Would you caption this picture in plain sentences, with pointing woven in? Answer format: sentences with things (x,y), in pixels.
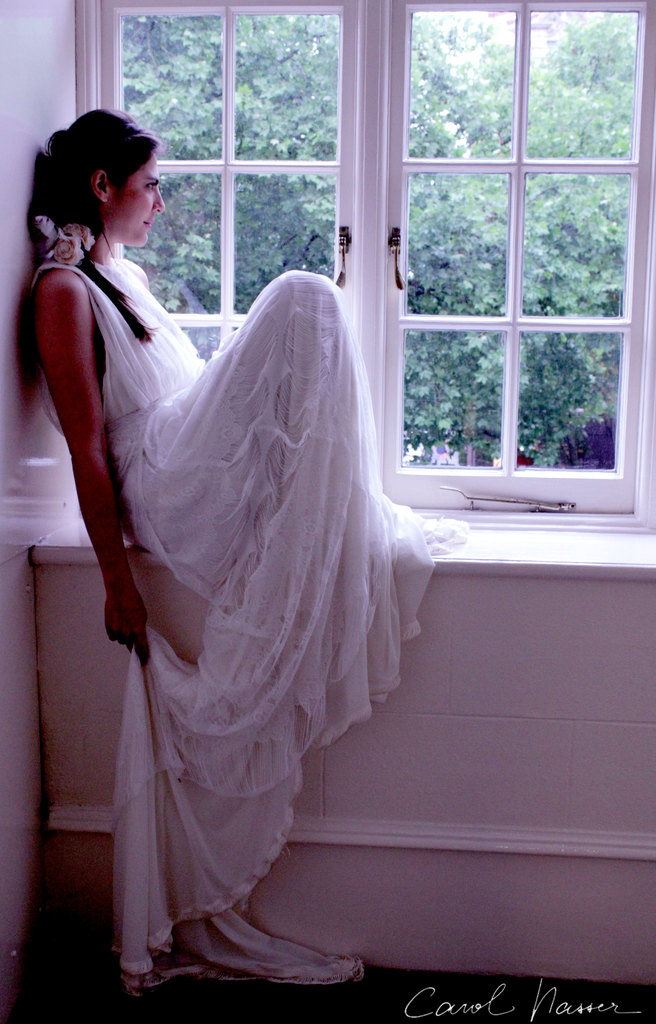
Here in this picture we can see a woman (121,398) sitting over a place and she is wearing a white colored dress (137,455) and smiling and beside her we can see a window (185,173), through which we can see plants (424,287) and trees (265,108) present outside.
